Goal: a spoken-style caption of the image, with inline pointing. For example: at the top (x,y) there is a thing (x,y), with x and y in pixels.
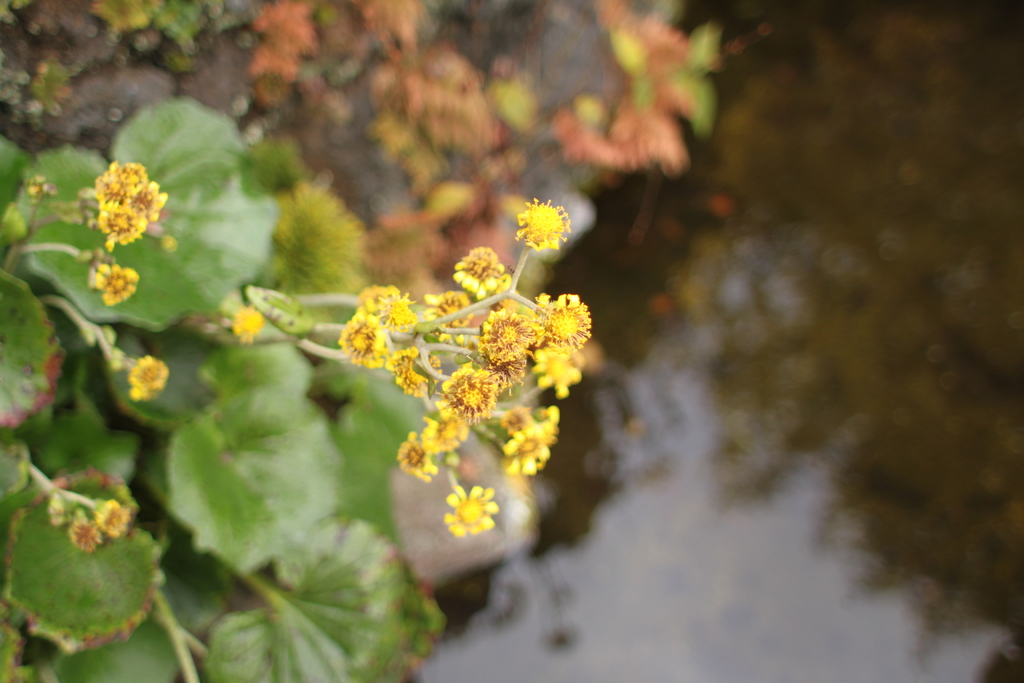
In this picture there is a yellow color flower plant (491,392) in the front (228,315). Behind there is a blur background (388,211).
